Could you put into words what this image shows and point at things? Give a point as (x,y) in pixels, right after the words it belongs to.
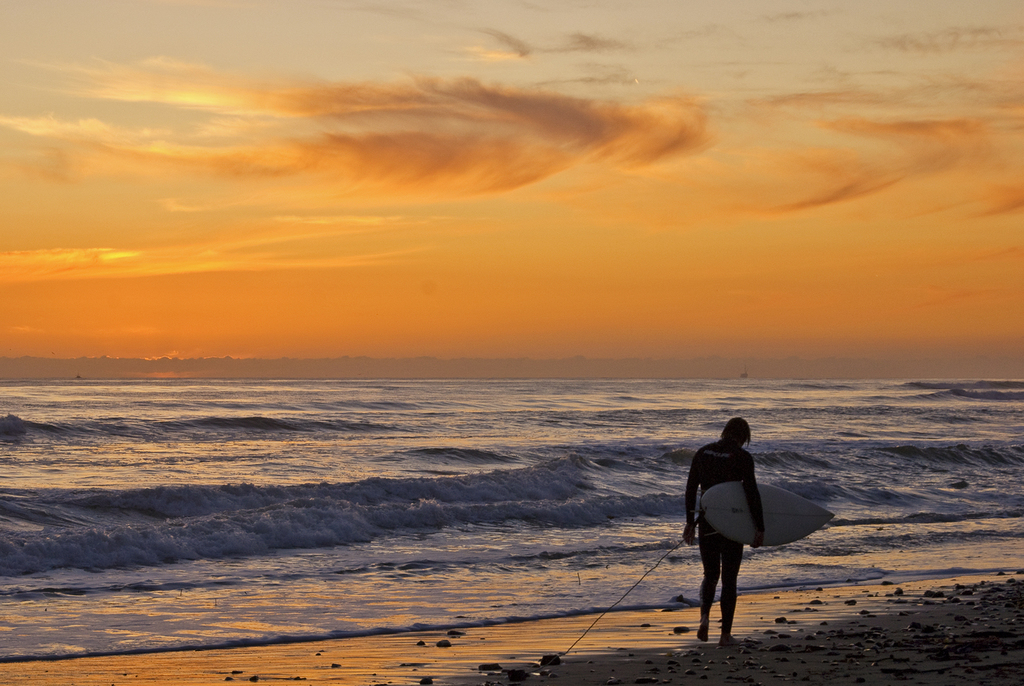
In this image I can see a person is standing on the right side (710,469) and I can see this person (760,500) is holding a white colour surfing board (773,510). In the background (460,552) I can see water (801,421), clouds (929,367) and the sky (332,208).
